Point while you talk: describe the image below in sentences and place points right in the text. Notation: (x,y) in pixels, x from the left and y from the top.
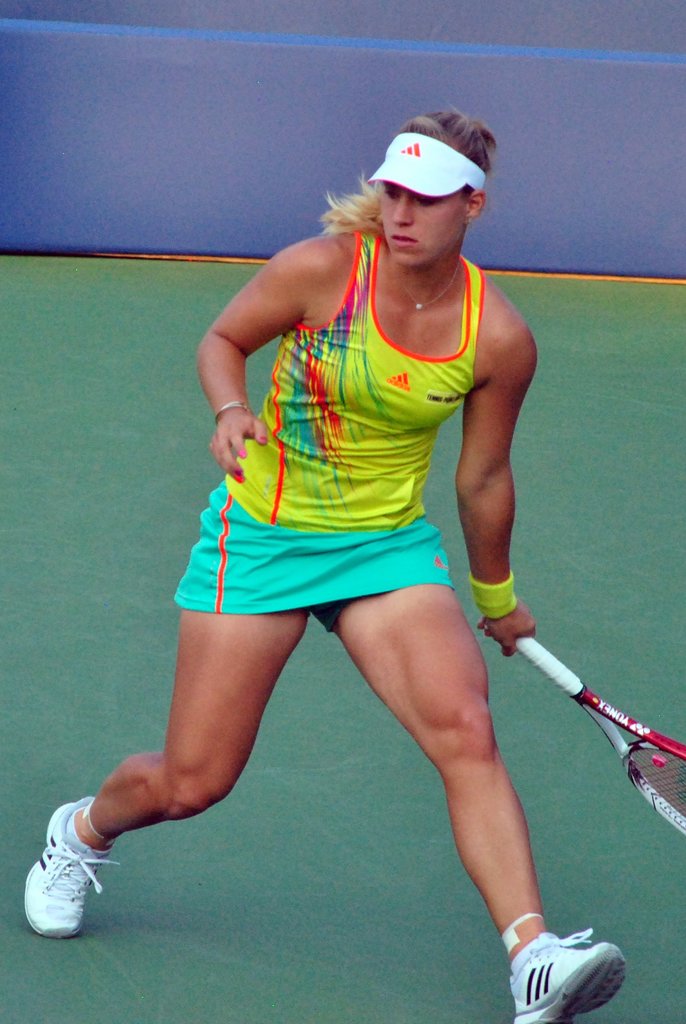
Here is the woman (404,442) holding tennis racket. I think she is playing tennis. Background (530,126) looks blue in color. She wore green dress (297,511) and white shoes (70,867).
